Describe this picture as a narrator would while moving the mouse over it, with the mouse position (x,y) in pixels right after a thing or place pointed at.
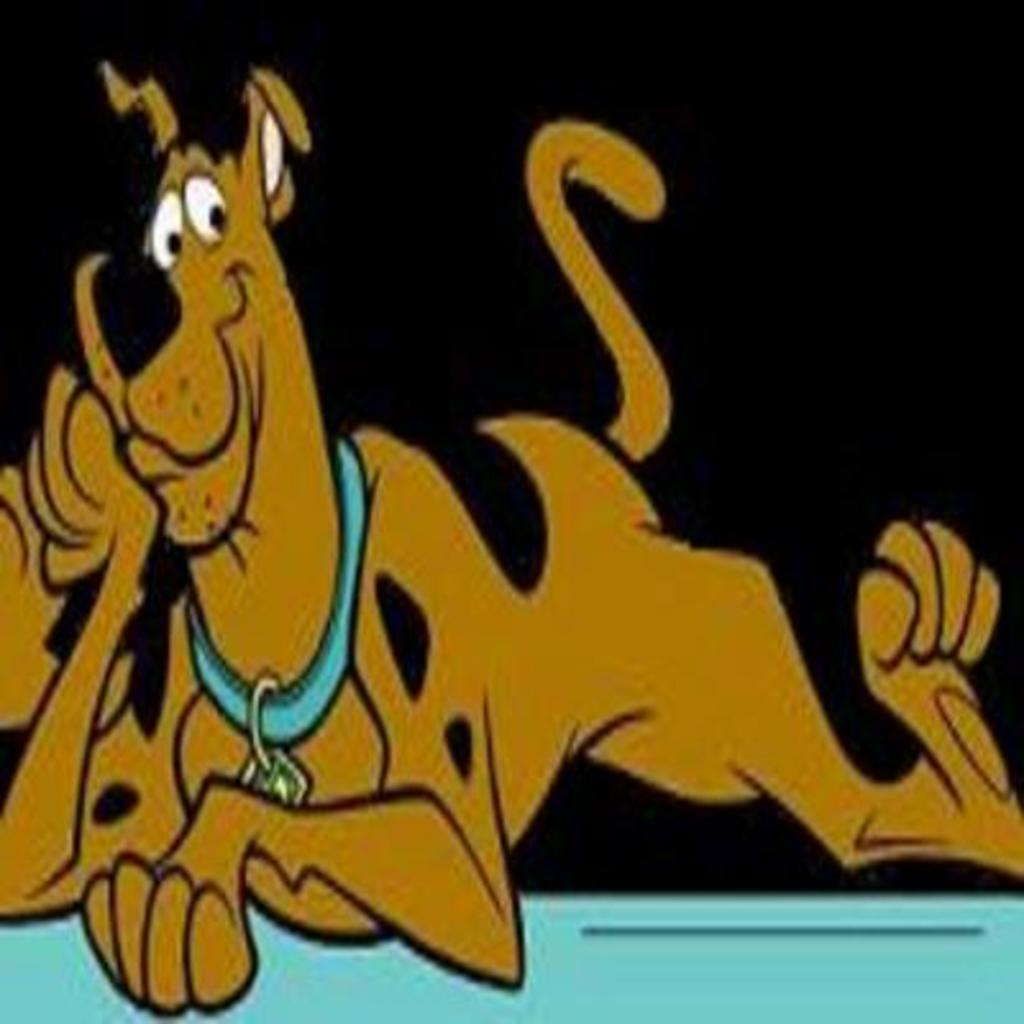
In this image I can see the cartoon picture of the dog (617,698) and the dog (710,612) is in brown and black color and I can see the dark background (696,11).
